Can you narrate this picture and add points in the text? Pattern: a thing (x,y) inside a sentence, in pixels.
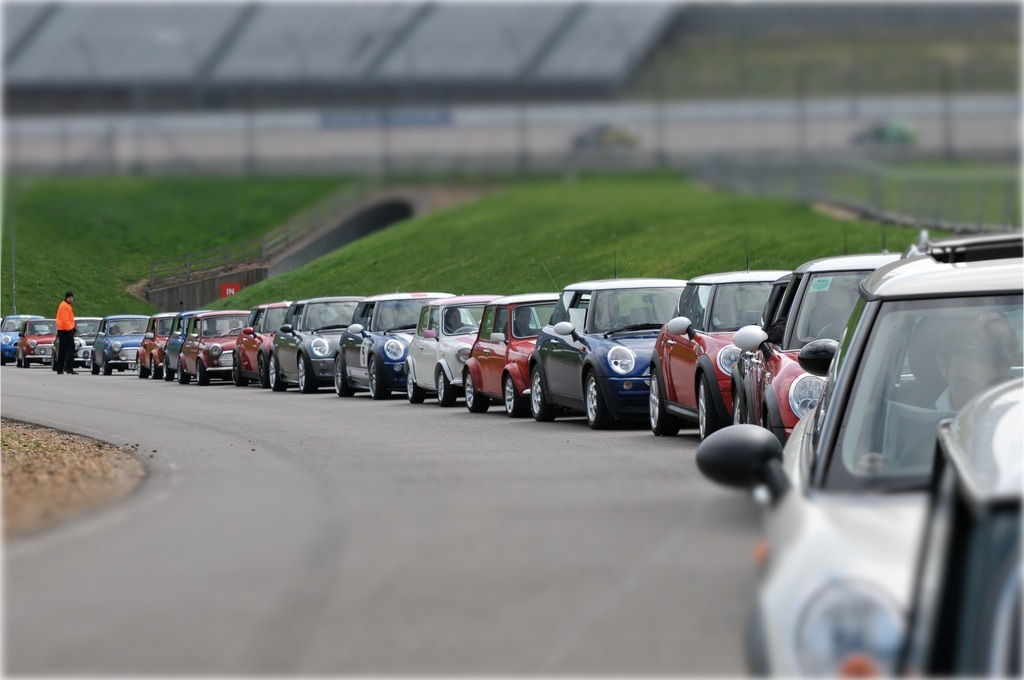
In this picture there are few cars (495,346) which are in different colors are in a column and there is a person (61,327) wearing orange dress (59,311) is standing in the left corner (72,342) and there is greenery (490,234) and some other objects (523,105) in the background (604,231).
